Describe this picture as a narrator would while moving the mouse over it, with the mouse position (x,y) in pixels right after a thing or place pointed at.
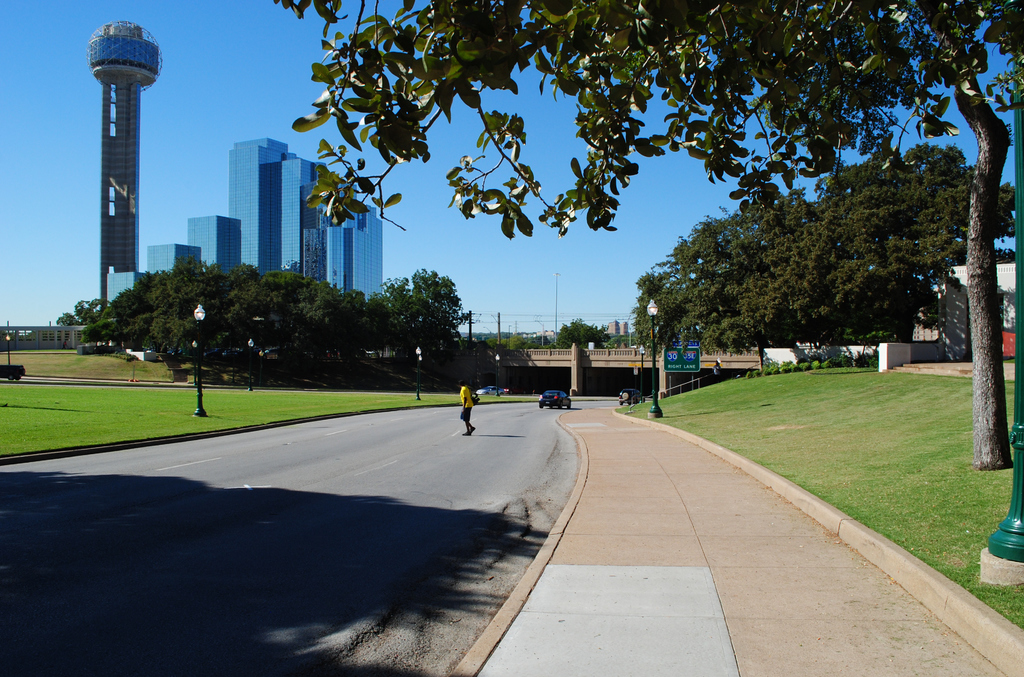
In this picture on the right side (950,351), we can see a building (1013,292), trees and hoardings (680,362). On the left side (323,293), we can also see some trees (58,319), buildings (303,266). In the middle of the image (469,430), we can see a man (469,410) walking on the road (477,472) and few cars (562,395) are moving on the road (576,406). In the background (518,381), there is a bridge (581,349), trees (548,340), electric wires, electric pole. On top (520,105) there is a sky (511,96), at the bottom (425,509) there is a road (483,483), footpath (661,481) and grass (107,414).
